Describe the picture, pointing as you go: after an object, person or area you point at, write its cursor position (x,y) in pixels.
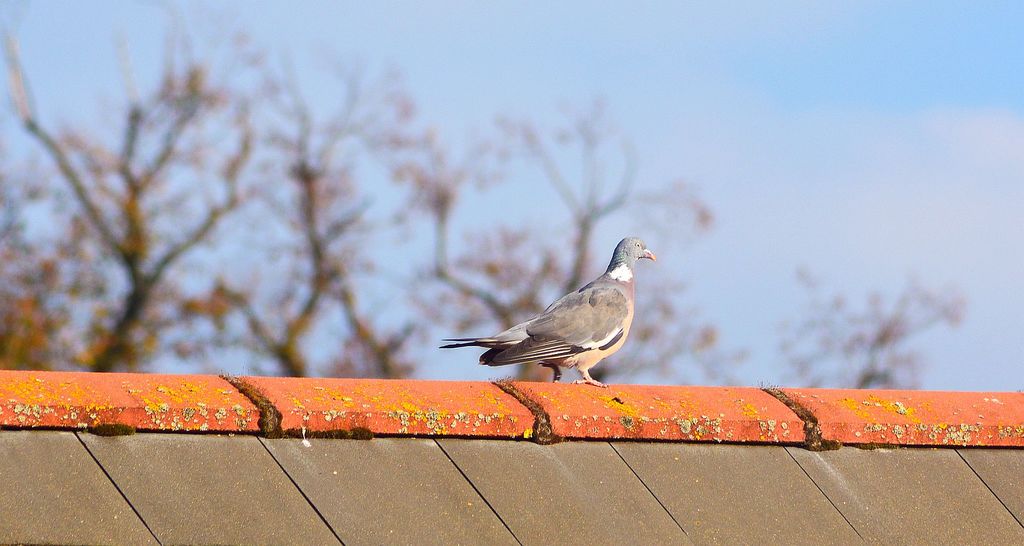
In this image we can see a bird (536,330) on the house (449,441), there are some trees (547,165) and in the background (754,105), we can see the sky (669,34).
